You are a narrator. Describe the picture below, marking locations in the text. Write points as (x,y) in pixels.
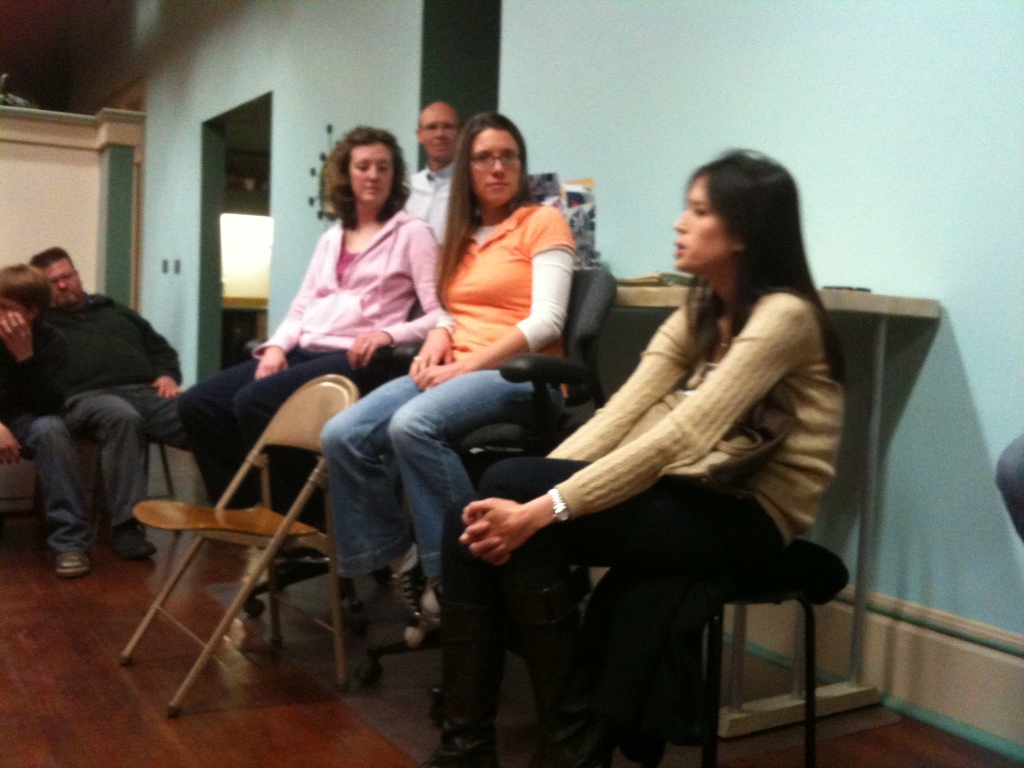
This picture describes about few people (438,309), few are seated on the chair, and few are standing, in front of them we can find a chair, in the background (583,130) we can see a wall (669,94).
